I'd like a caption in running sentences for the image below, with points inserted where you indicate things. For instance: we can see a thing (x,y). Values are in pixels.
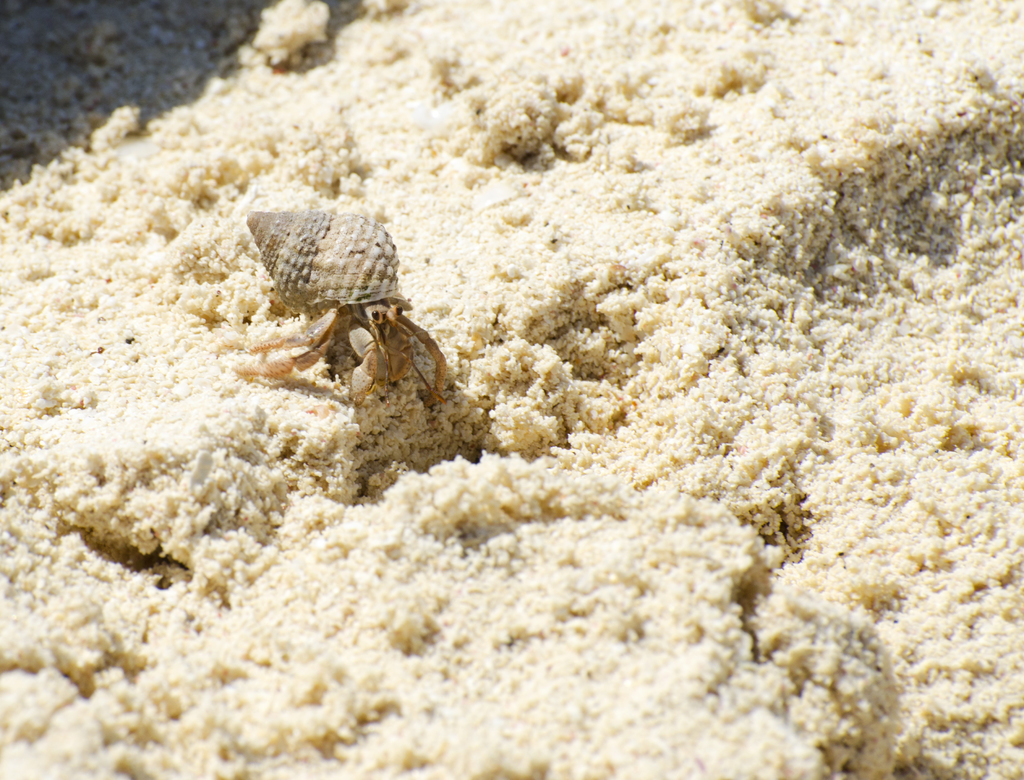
Here in this picture we can see a hermit crab (358,273) present on the ground (492,184) over there.
